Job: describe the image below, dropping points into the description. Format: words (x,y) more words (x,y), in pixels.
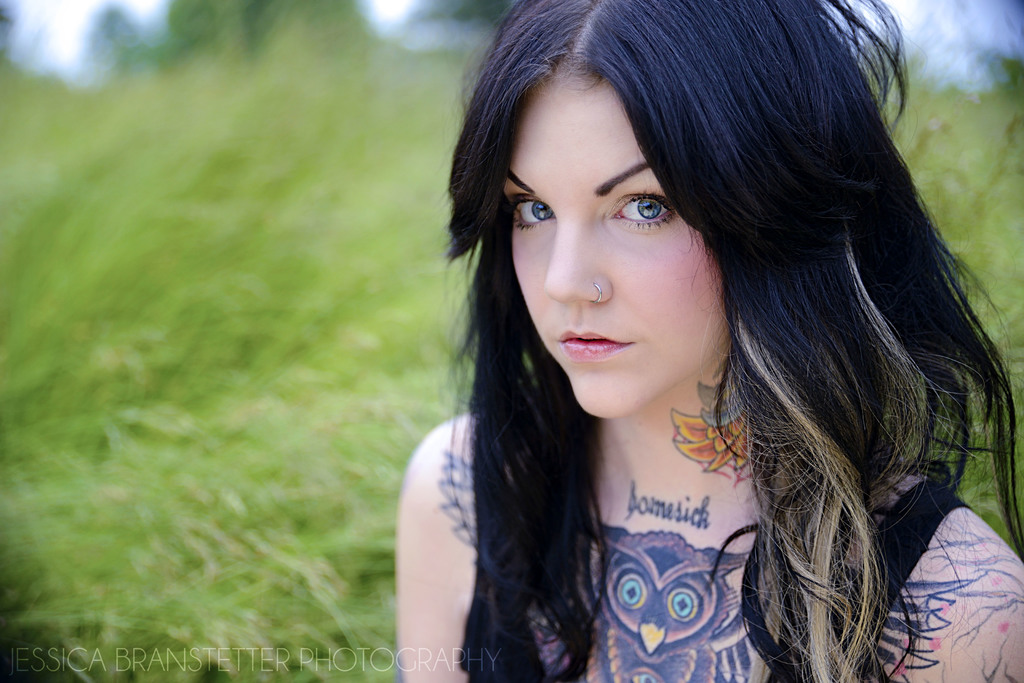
In this image there is a lady (639,539), in the background (272,216) it is blurred, on the bottom left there is text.
